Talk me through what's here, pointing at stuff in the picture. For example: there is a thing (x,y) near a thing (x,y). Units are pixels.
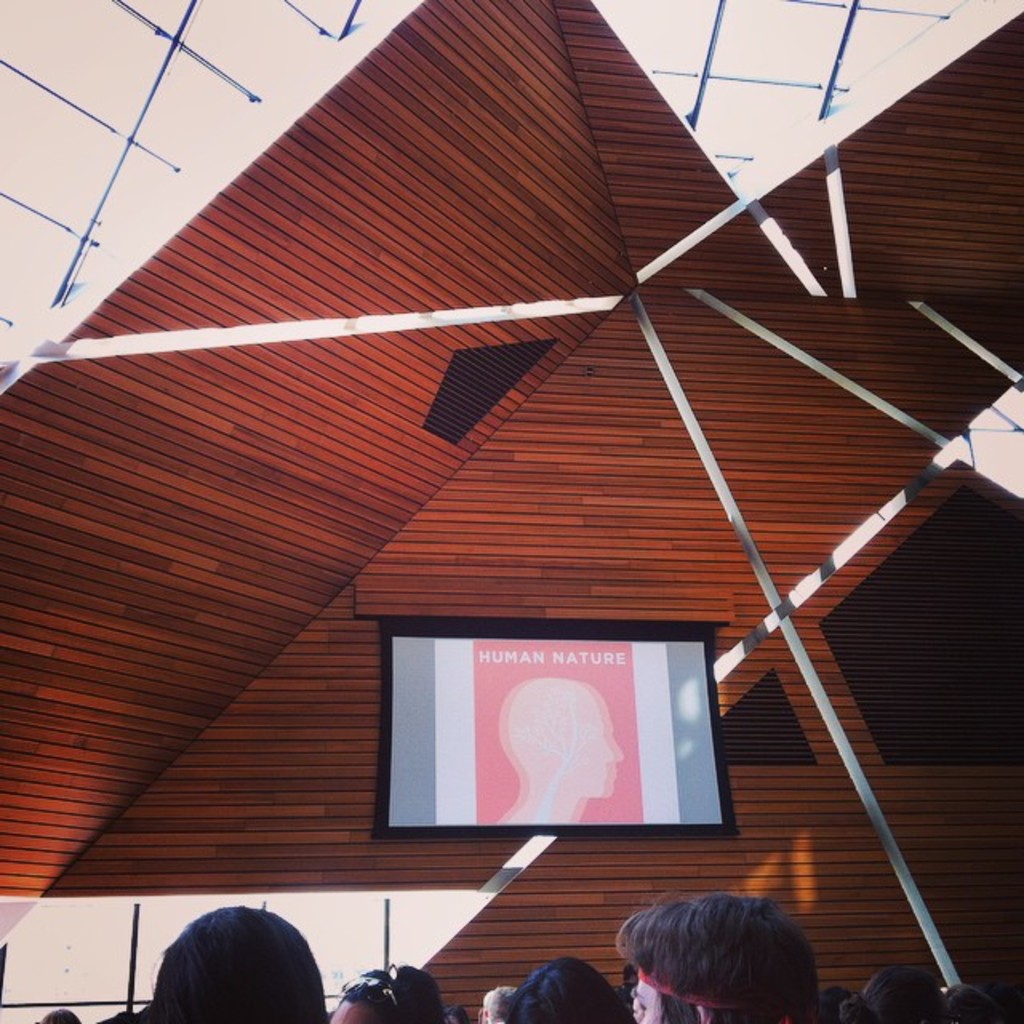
In this image we can see the heads (240,961) of people (658,936), there is a screen (588,702) with image (550,716) and text (532,657) on it, also we can see the roof (18,664), and windows (296,920).
